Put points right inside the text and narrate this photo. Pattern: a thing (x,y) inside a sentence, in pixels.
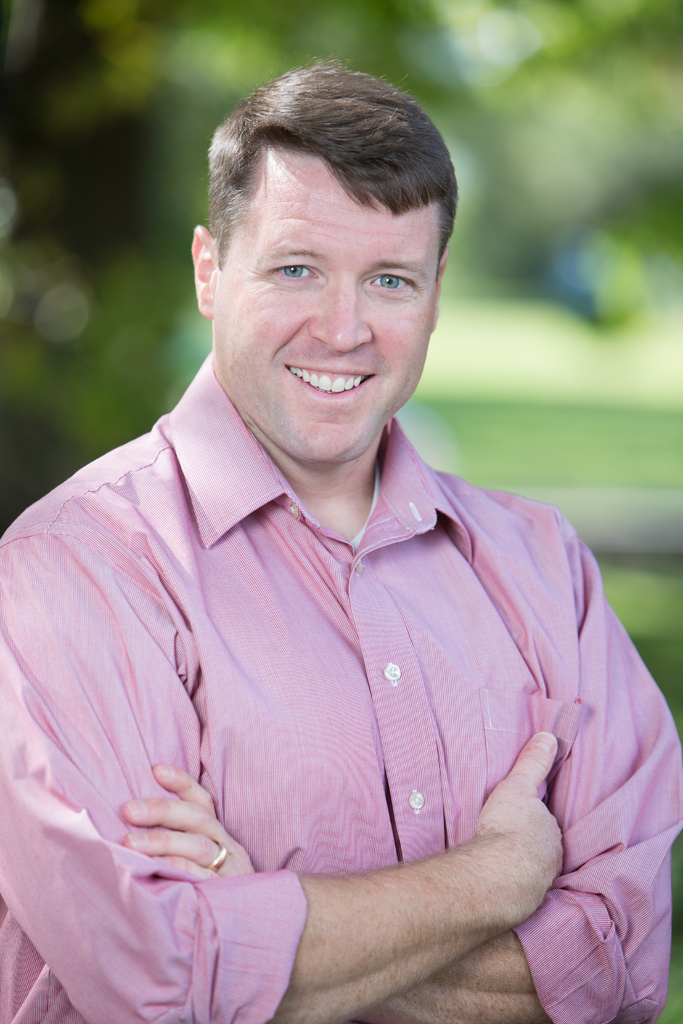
Here we can see a man (313,167) folding his hands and smiling. In the background (571,88) the image is blur.
